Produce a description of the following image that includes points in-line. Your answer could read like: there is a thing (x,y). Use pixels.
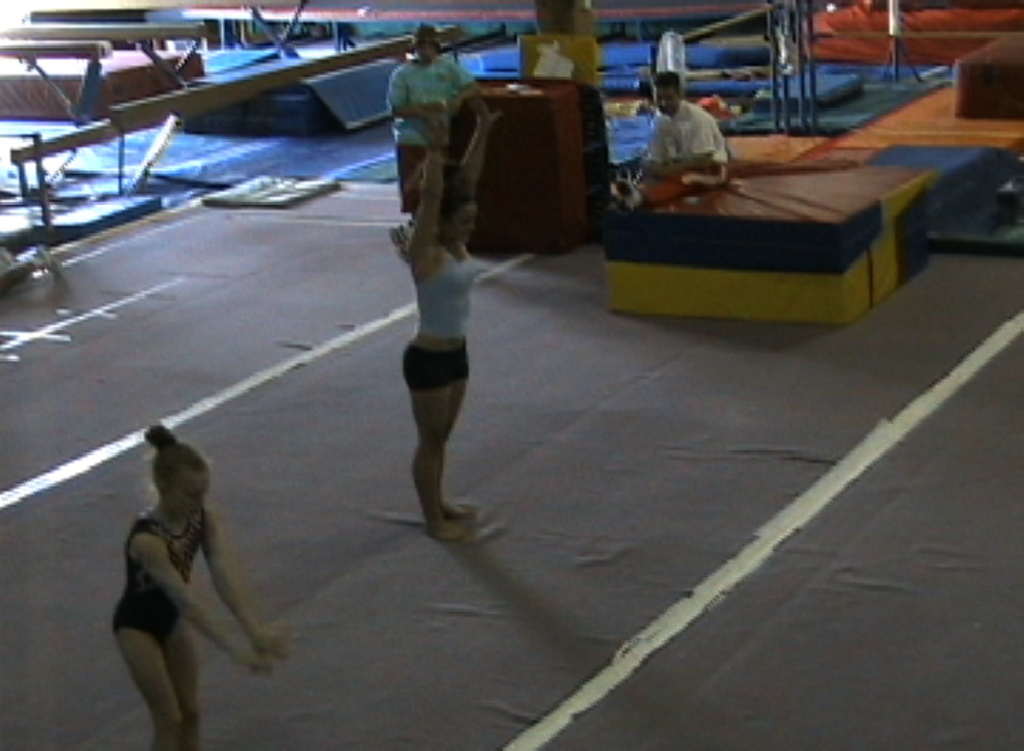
In this image there are two girls (418,373) standing on the mat (524,565) and practicing the gymnastics by raising their hands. At the top (429,54) there are two men (655,132), one is sitting on the mats (786,189). On the left side (158,60) top there are so many iron rods (97,53) and tables (126,123). On the right side (835,75) top there are stands (895,56) and beds (957,110).
